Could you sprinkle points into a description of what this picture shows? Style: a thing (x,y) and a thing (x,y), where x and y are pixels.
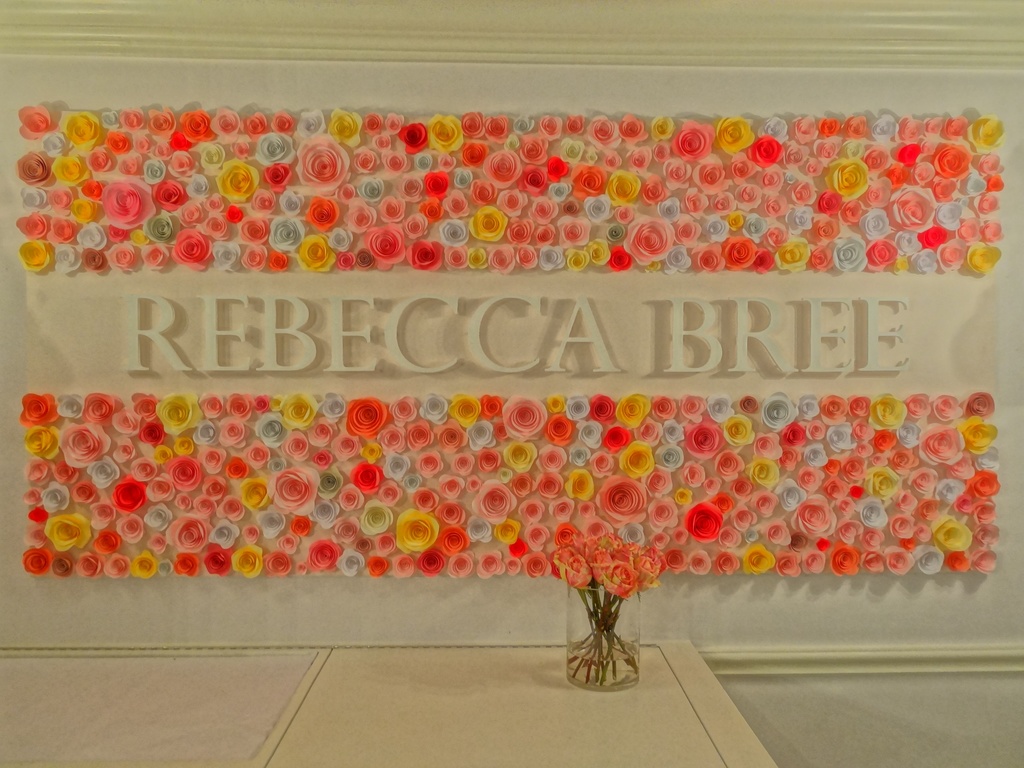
In this image we can see a wall (550,321) decorated with flowers (299,174) and a glass container (593,629) with flowers (588,633) in it.
